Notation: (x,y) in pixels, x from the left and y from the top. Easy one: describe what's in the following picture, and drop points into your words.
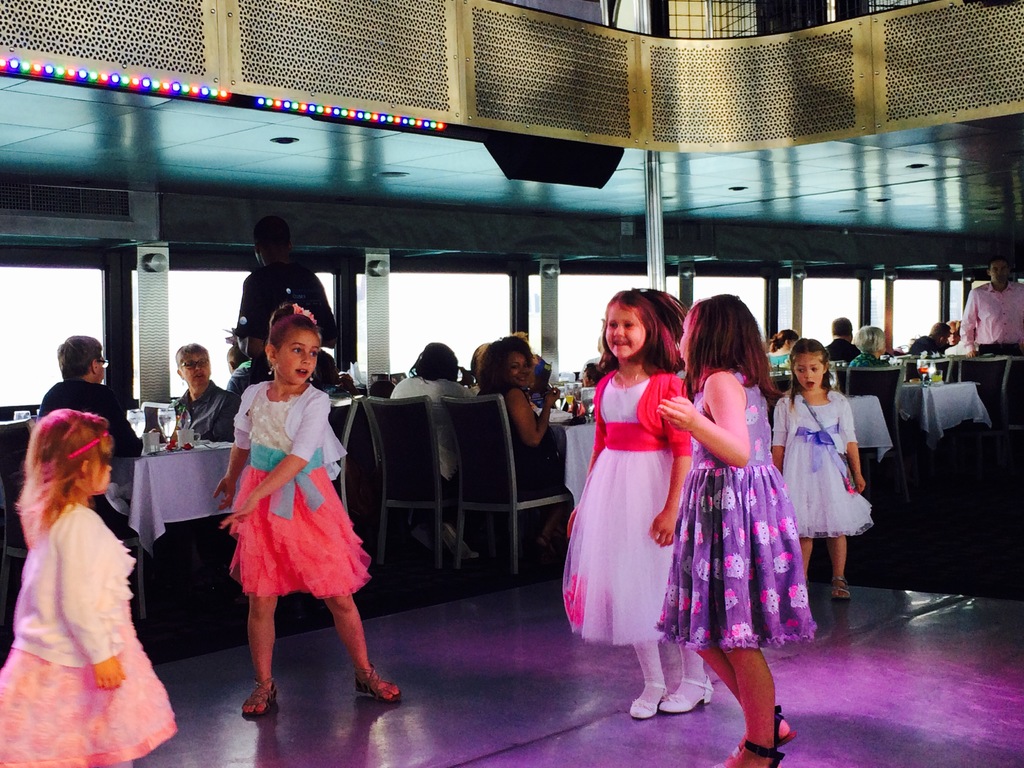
Here in this picture we can see a group of children (57,555) standing and dancing on the floor (506,666) and we can see some of them are smiling and beside them we can see number of tables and chairs (421,408) with people (444,480) sitting on it present on the floor (427,550) and at the top (38,76) we can see some colorful lights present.
